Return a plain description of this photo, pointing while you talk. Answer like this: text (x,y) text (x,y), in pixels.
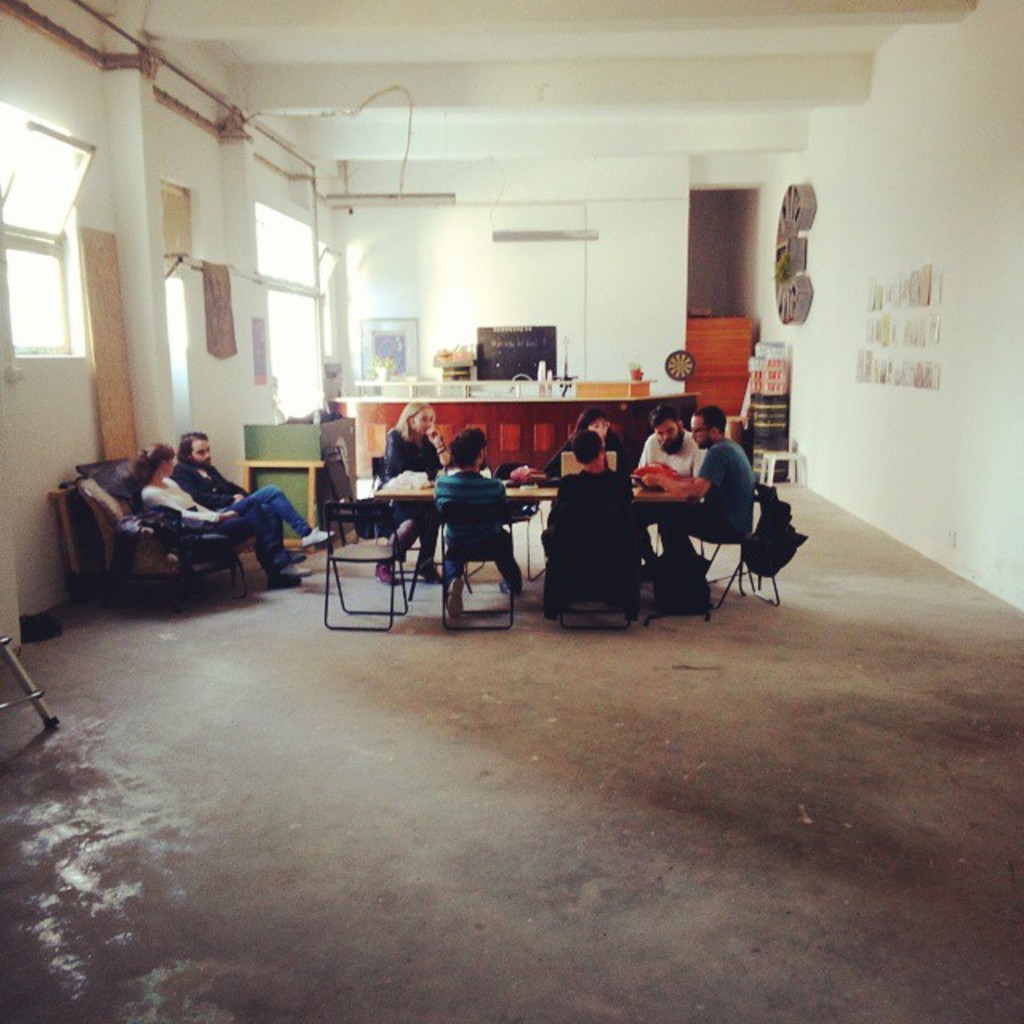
A picture inside of a room (439,200). Persons (668,447) are sitting on chair (610,549). In-front of this person (690,492) there is a table (637,494). On wall (854,378) there are posters (926,335). These are windows (286,329). Far there is a table (546,406). On wall (447,336) there is a picture (406,350) and board (494,359).
